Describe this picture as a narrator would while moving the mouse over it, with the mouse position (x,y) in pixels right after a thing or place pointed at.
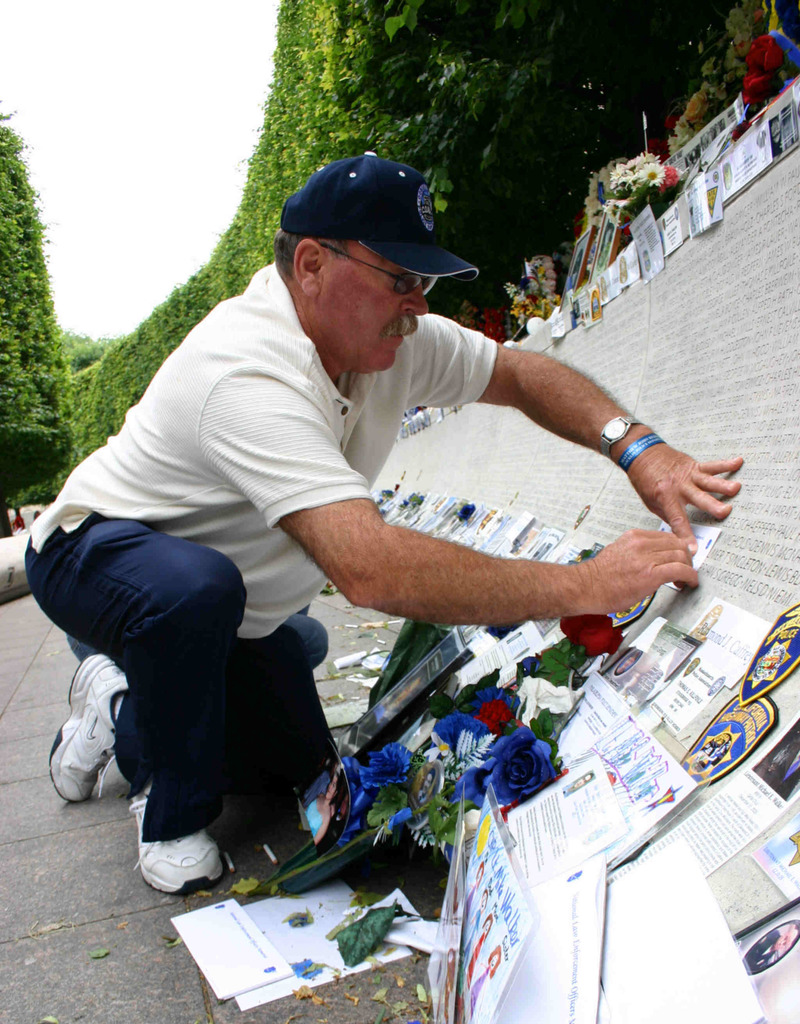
In this image there is a person (334,429) wearing cap (385,237), glasses (432,279) and watch (610,436) sticking cards (702,651) on a wall (684,602), in front of him there are flowers (460,733), in the background (60,391) there are trees (374,118).
